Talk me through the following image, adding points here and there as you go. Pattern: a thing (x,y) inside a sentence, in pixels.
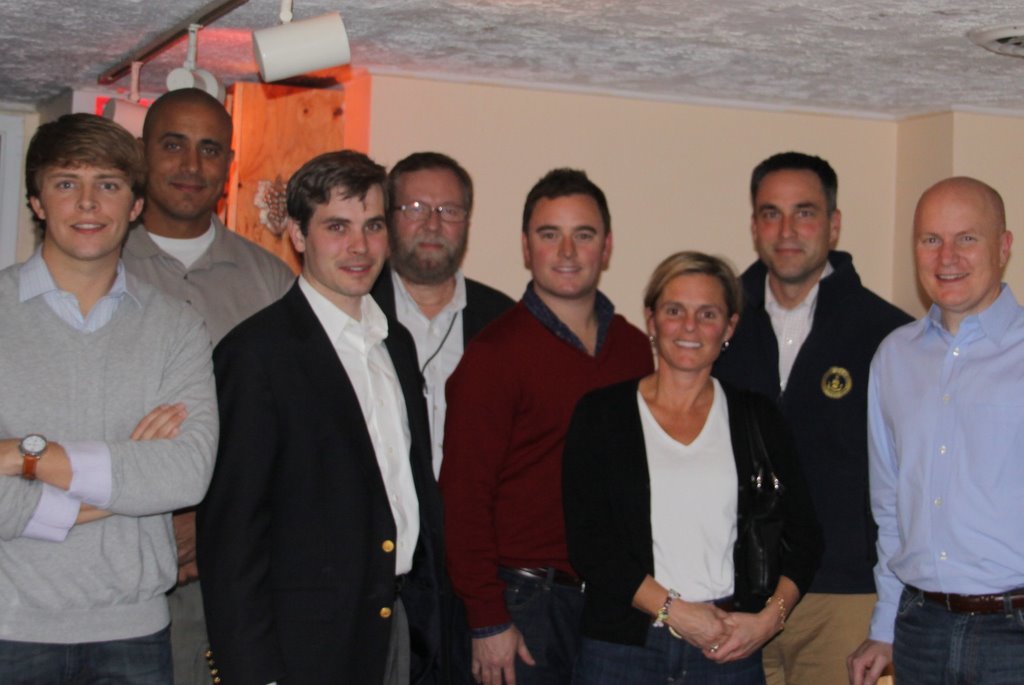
In this image we can see some people (400,455) standing. On the backside (375,152) we can see some lights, wall (375,95) and a roof (610,86).
